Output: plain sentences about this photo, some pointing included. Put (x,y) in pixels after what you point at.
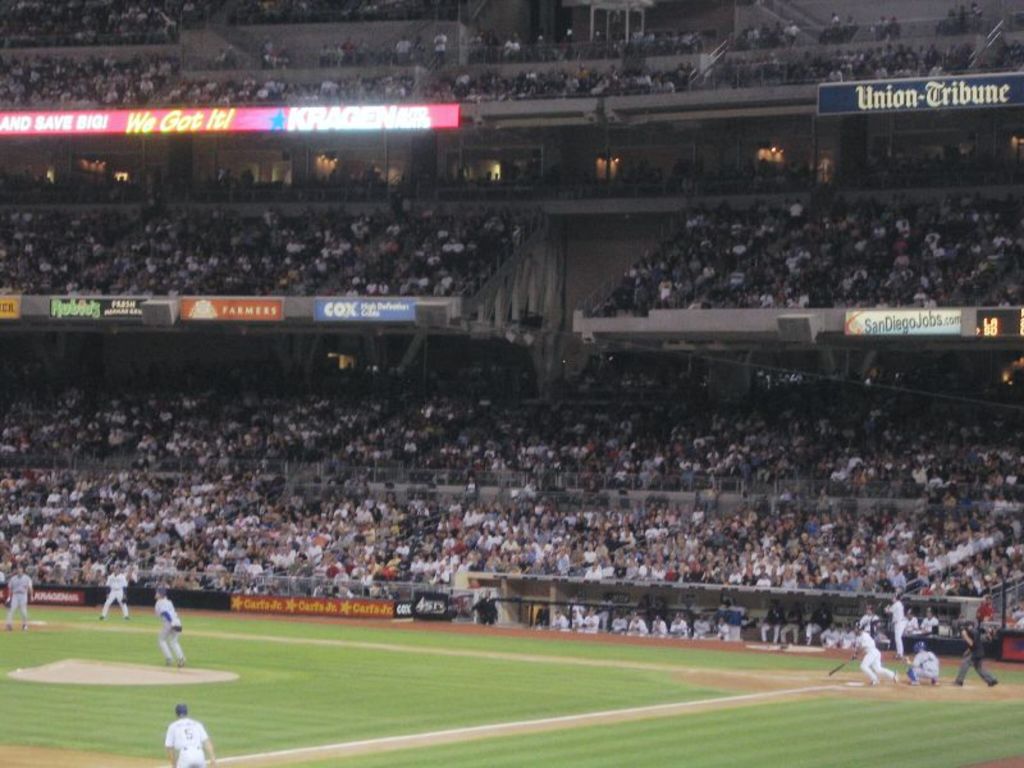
There are players (22,595) in different color dresses (902,613) playing a game on the ground (371,688). On which, there is grass (430,684). In the background (212,481), there are persons (49,480) sitting on chairs (501,453) of a stadium (257,31) which is having hoardings (223,124).
